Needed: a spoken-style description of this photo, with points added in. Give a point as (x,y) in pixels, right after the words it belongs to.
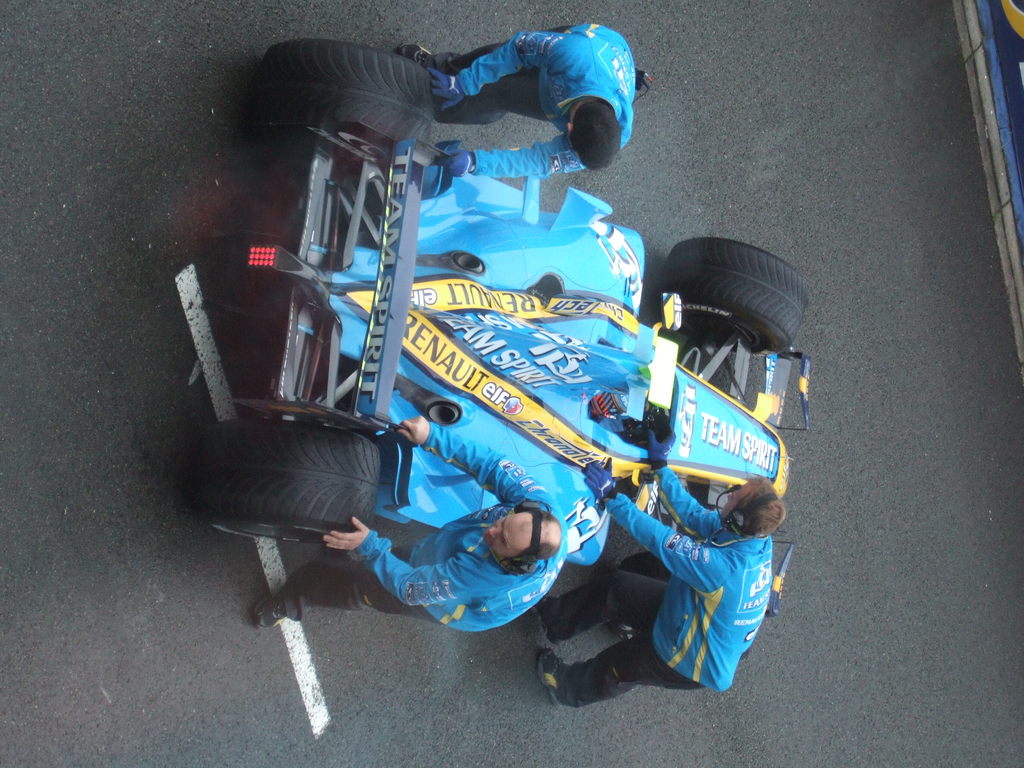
As we can see in the image, there is a blue color car (529,273) on road (110,217). The three people (586,66) standing around car (491,209) are holding the car (578,277).
